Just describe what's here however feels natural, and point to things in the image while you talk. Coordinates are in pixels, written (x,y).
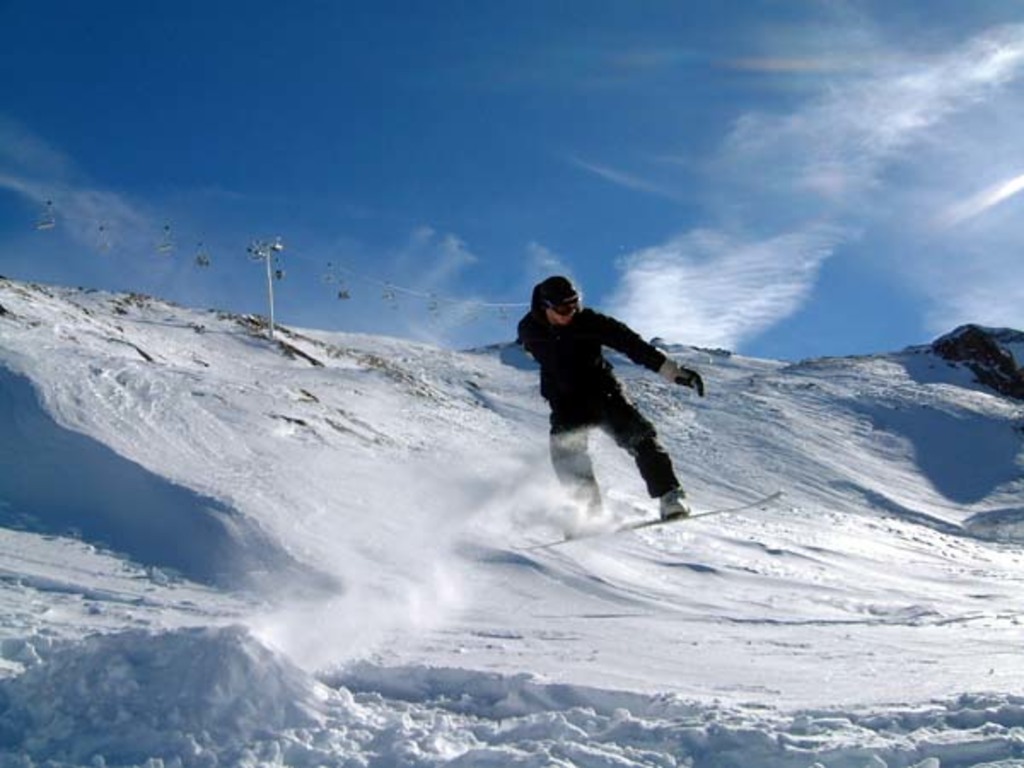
In this image, we can see a person (538,309) on a snowboard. We can see the ground (228,531) covered with snow (246,405). We can see a pole (268,253) with a wire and some objects (341,297). We can also see the sky (507,143).
